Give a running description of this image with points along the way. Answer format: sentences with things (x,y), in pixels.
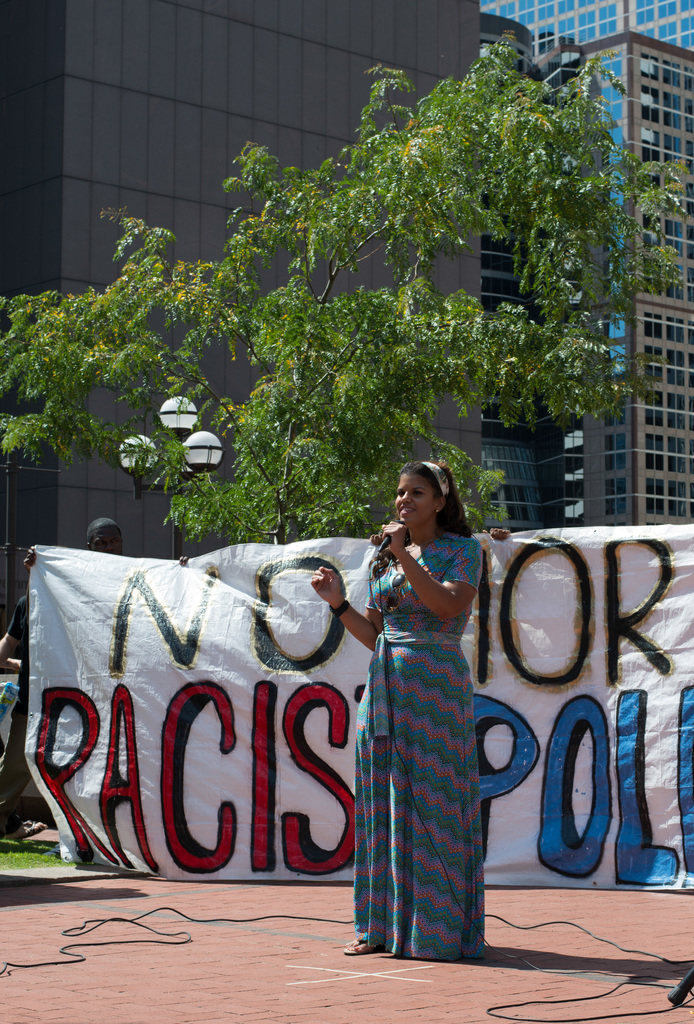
In this image, we can see a person (469,723) in front of the banner (206,614). This person (412,655) is wearing clothes (412,683) and holding a mic (384,545) with her hand (397,533). There is another person (94,533) on the left side of the image (97,544) holding a banner (105,571) with his hand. There is a tree (282,360), pole (177,533) and lights (172,423) in front of the building (84,527).
